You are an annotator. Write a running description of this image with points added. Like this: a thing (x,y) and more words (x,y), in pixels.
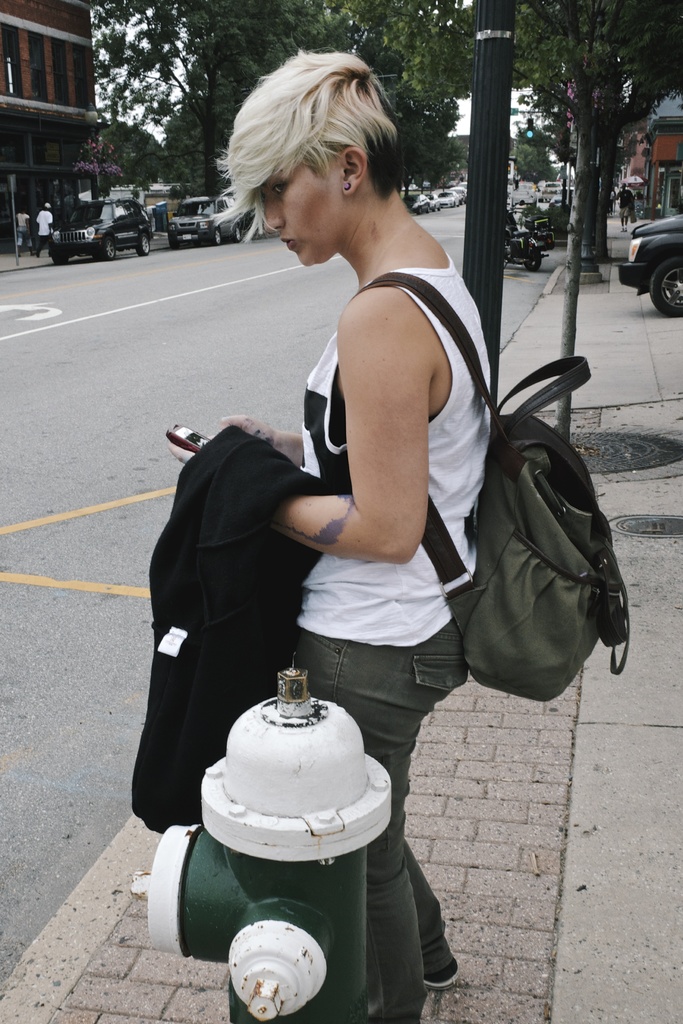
In this picture there are buildings (61,180) and trees (448,35). In the foreground (346,889) there is a woman (453,664) standing and holding the phone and there is a fire hydrant (307,752). At the back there are vehicles (452,205) on the road (17,594) and there are three people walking on the footpath (663,642) and there are street lights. At the top (129,90) there is sky (164,83). At the bottom (61,697) there is a road (305,309).
